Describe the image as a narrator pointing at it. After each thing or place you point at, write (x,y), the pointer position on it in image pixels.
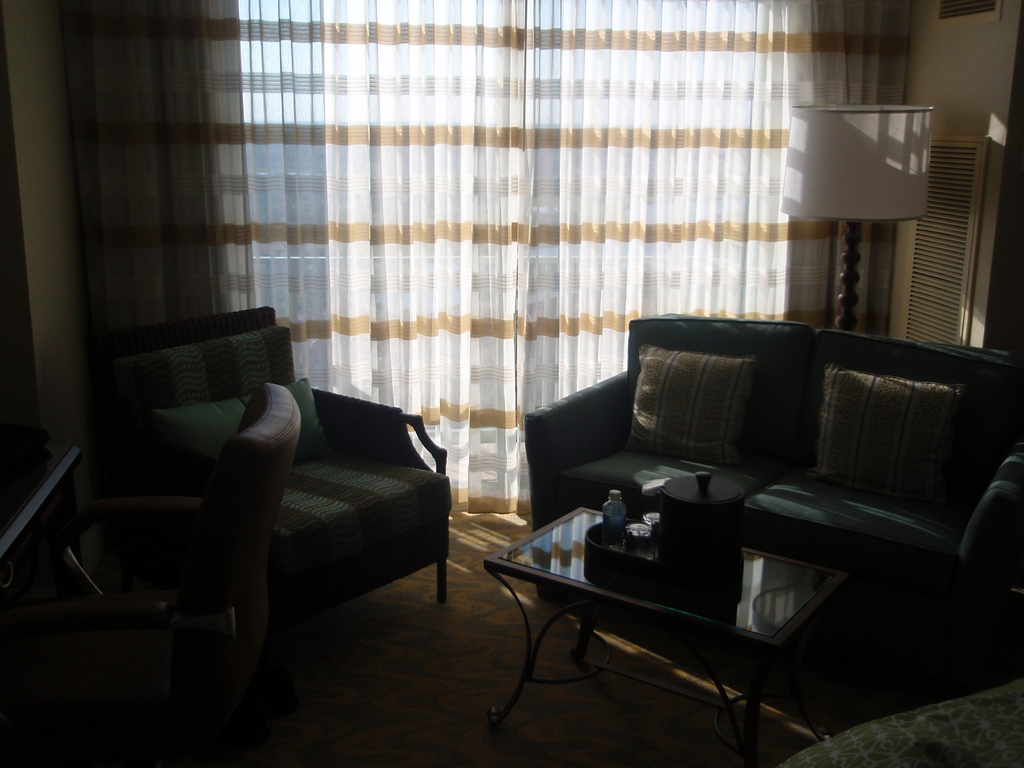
In this room (416,715), we can see sofa (752,444), cushions (861,433), chair (156,542), glass table (570,561). Few items (600,569) are placed on it. Here right side (870,180), lamp (851,207). Background (479,156) curtain (518,228) and floor (428,712) at the bottom (417,723).
